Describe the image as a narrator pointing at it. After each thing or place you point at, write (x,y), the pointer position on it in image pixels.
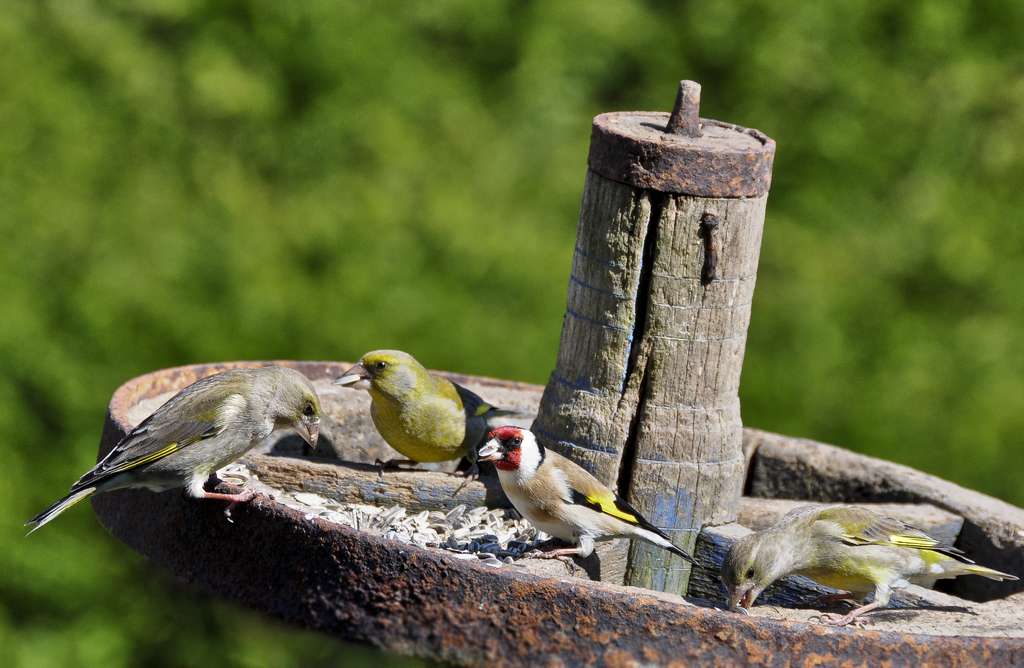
In this image we can see some birds (555,535) on the stand (705,543) with metal rings (747,179). In the background (780,215), we can see a group of trees (368,264).
